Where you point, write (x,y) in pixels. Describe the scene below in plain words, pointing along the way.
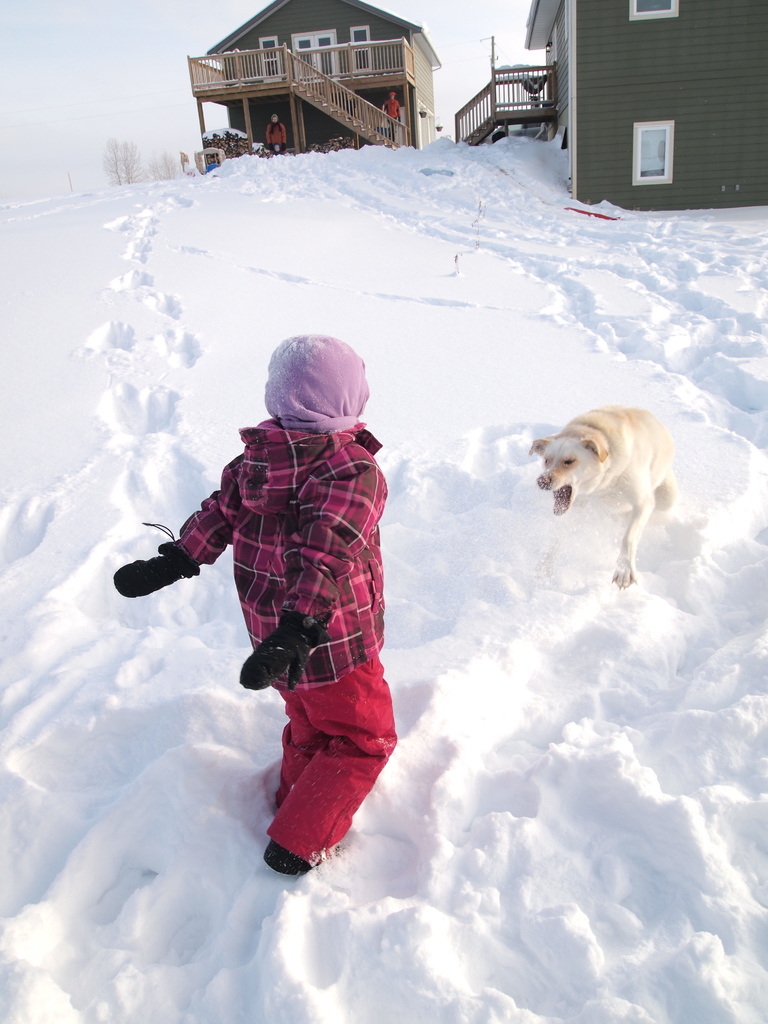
A dog (617,462) is barking on a boy (343,469), A boy (335,531) is standing and two persons (398,104) are looking at a boy (297,461) and a dog (588,466) and we can see two houses (568,97) and multiple trees (135,167).
